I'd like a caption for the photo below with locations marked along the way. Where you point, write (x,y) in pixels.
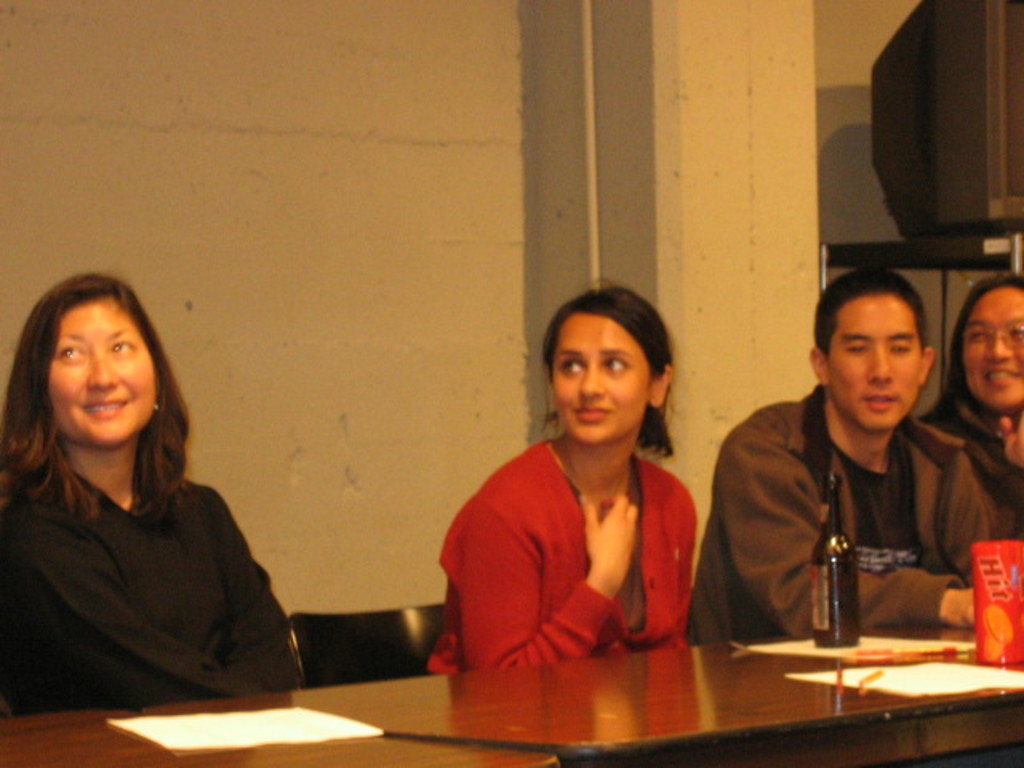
In the picture I can see people (572,527) sitting in front of a table (546,694). On the table (402,719) I can see a bottle (835,622) and some other objects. In the background (410,293) I can see a wall (345,297) and some other objects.
